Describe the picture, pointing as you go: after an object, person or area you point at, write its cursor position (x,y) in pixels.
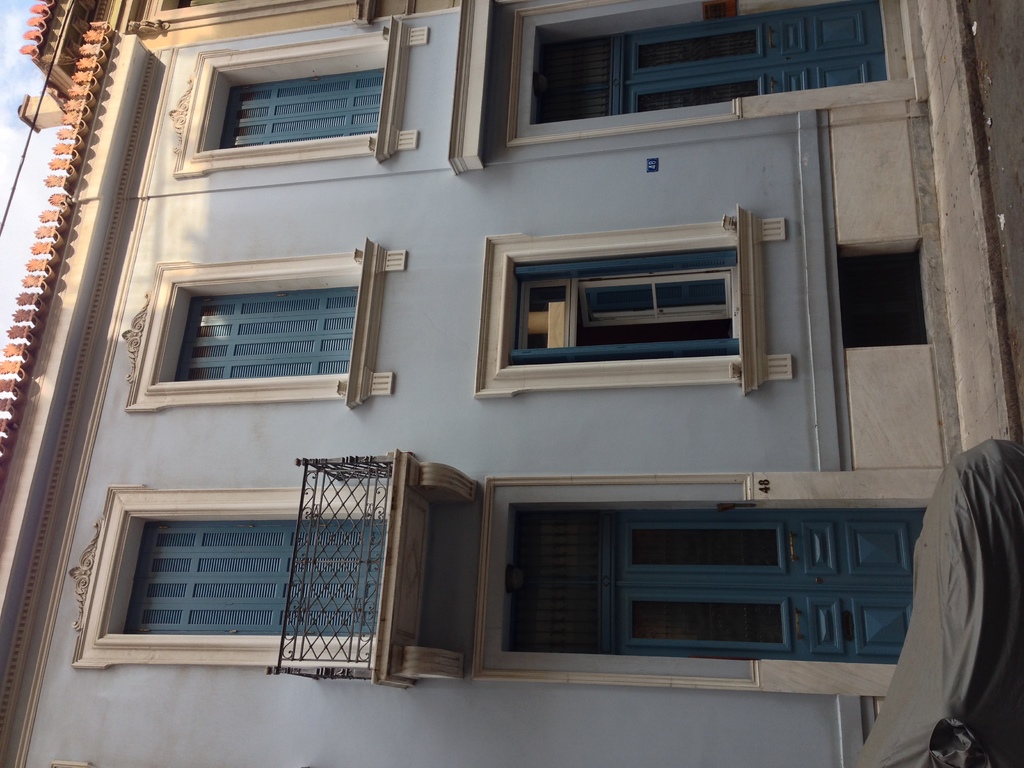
In this image I can see a building (598,248), in the top left (27,152) I can see the sky (21,152), in the bottom right (917,560) I can see a cloth (974,608) and a road (1003,285) on the right side (996,96).
